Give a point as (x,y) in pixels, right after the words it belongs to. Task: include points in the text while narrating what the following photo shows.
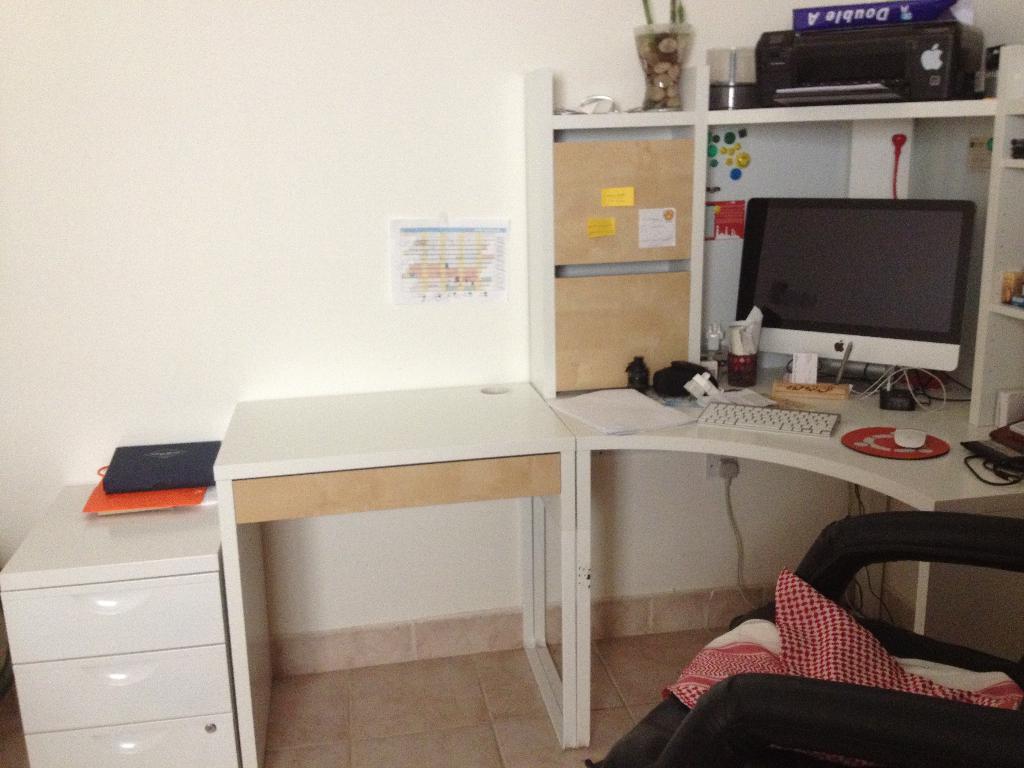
In this image we can see a monitor (812,315), keyboard (791,427), mouse (921,434), papers (594,415) are placed on the table (747,436). There is a chair (969,556) in front of it.
